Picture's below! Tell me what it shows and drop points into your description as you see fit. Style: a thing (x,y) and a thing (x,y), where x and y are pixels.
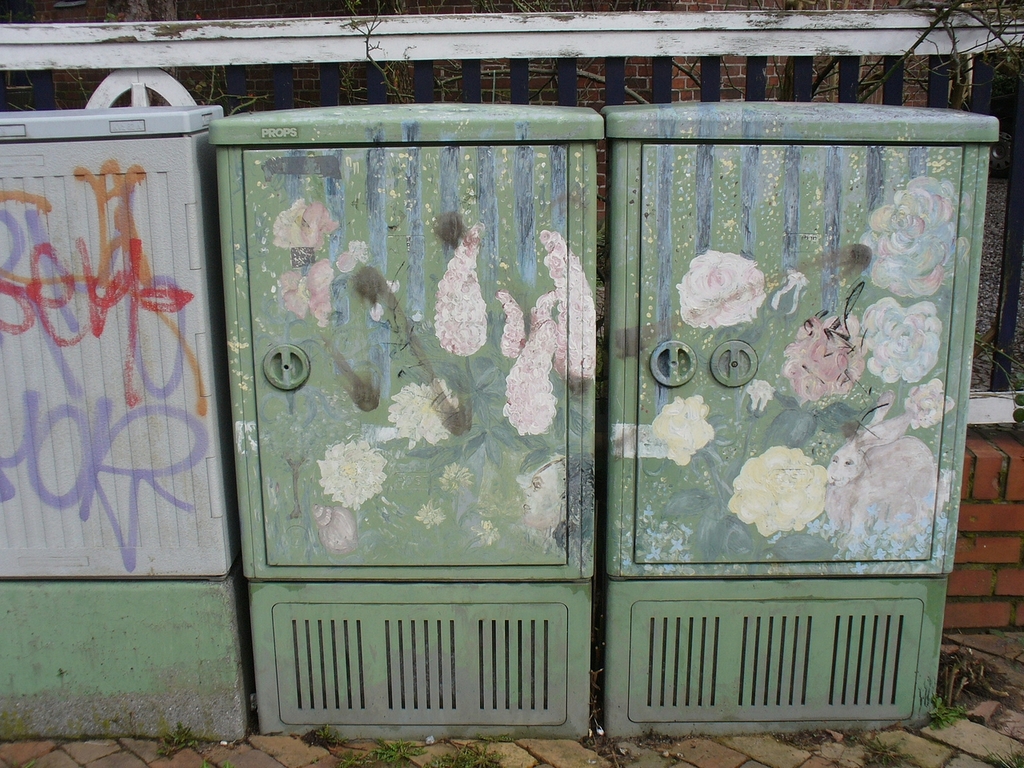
In this image we can see cabinets (828,420). In the background (238,83) there is a fence (226,57).
